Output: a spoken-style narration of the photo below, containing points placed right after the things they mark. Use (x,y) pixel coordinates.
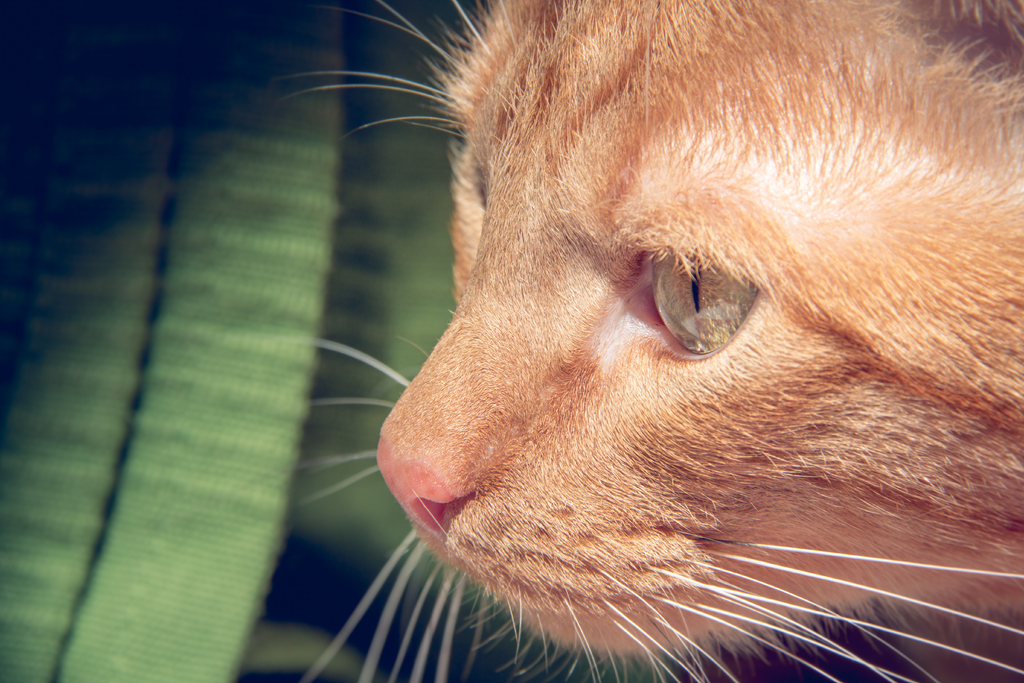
In this image there is an animal (698,455). Background (149,511) there is a cloth (161,439).
